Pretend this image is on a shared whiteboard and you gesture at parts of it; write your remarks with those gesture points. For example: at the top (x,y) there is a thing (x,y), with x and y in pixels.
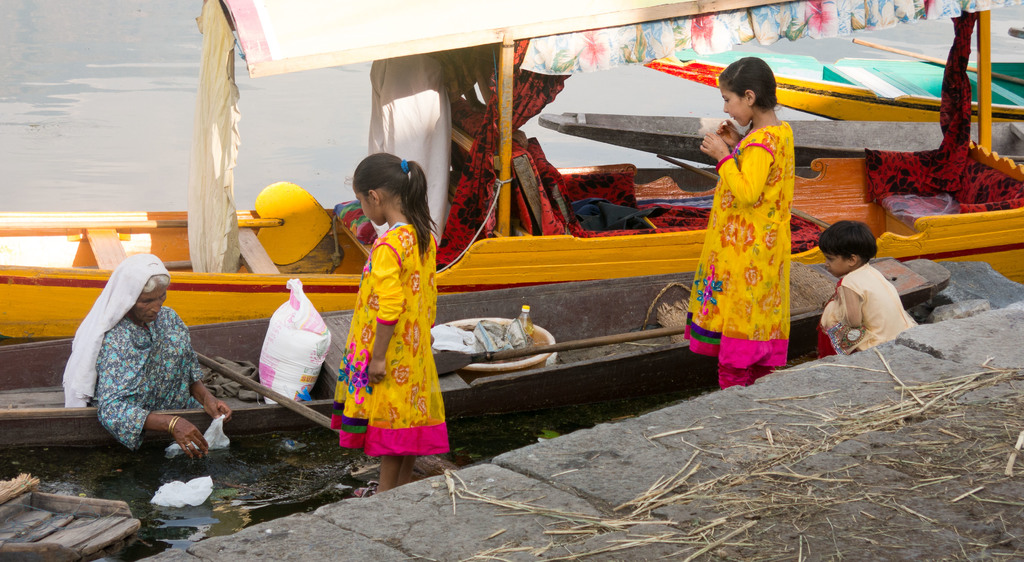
At the foreground of the image (817,534) we can see a ghat (559,440) on which there are some persons (880,282) standing and at the background of the image (305,248) there are some boats (320,278) in which there are some persons (127,362) sitting and there is water (116,90).
